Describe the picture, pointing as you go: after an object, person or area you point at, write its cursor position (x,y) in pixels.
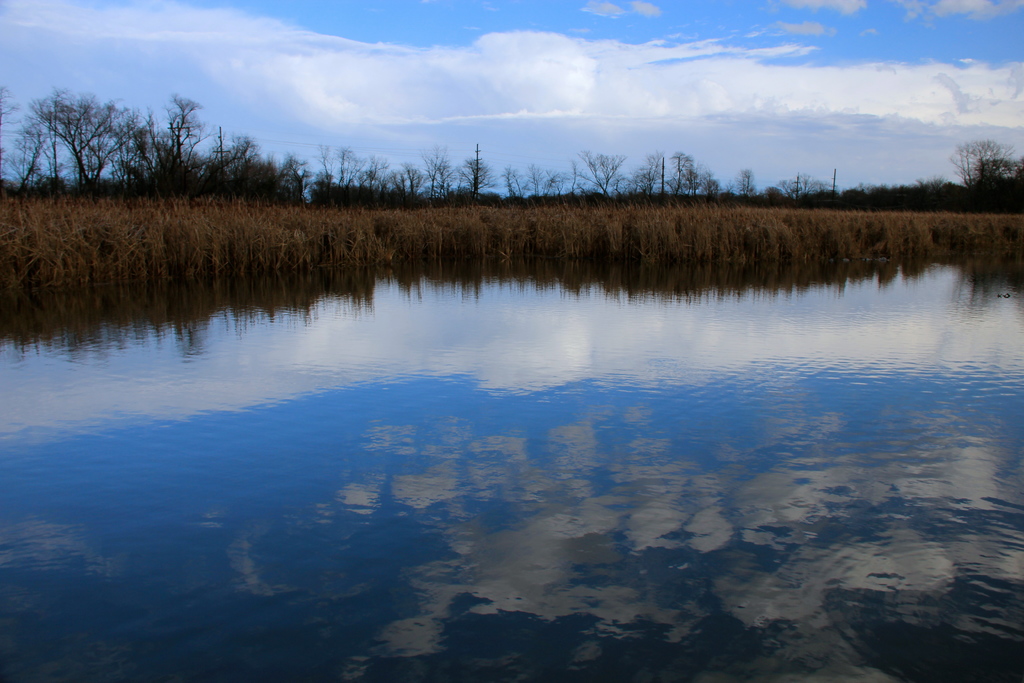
At the bottom of the image (420,599) there is water (80,349). Behind the water (72,336) there is grass (447,210) and also there are trees (624,199). At the top of the image (601,152) there is a sky (626,116) with clouds (539,119).
